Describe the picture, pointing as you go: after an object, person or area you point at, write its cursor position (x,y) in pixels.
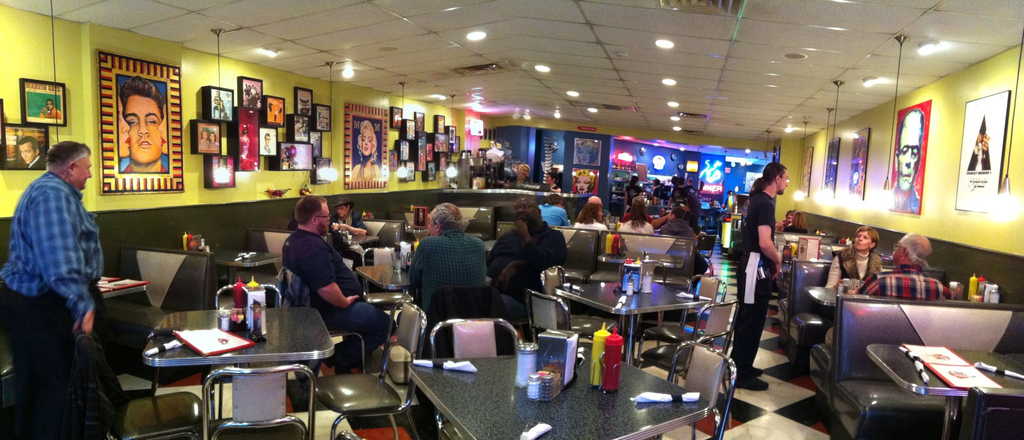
In this image, we can see some chairs (546,283) and tables (817,287). These tables (648,304) contains some bottles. There are some persons (331,280) wearing clothes (534,234) and sitting on chairs (631,233) in front of tables (842,295). There are photo frames (215,118) on the wall (938,164). There are two persons (765,220) standing in front of tables (297,358). There are lights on the ceiling (359,64) which is at the top of the image (642,64).
